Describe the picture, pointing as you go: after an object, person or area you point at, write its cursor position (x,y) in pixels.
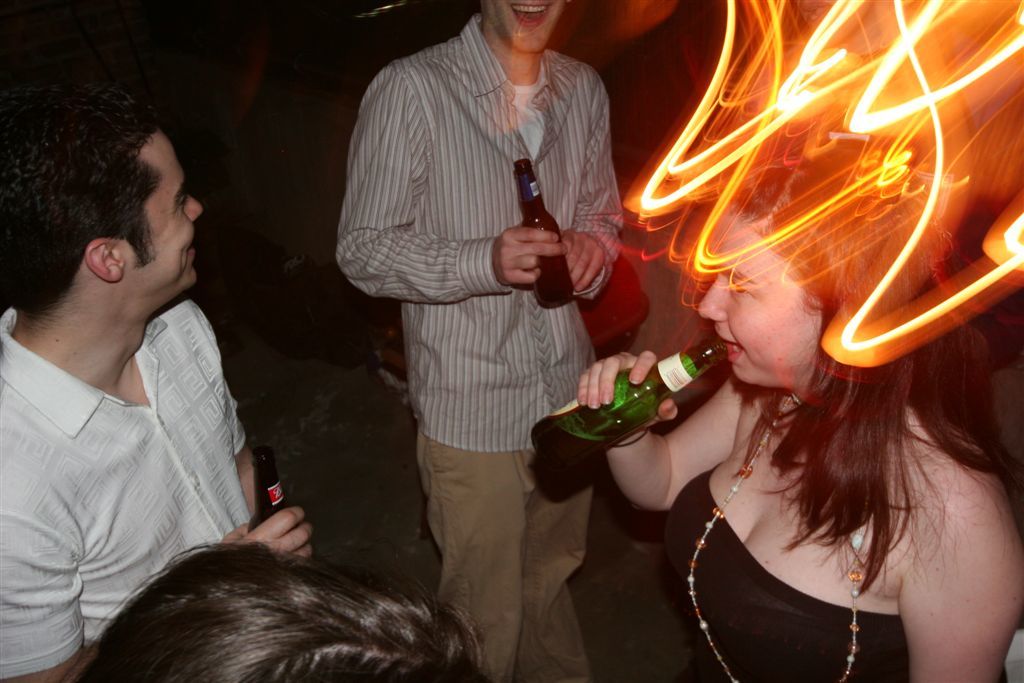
There are three persons (548,384) standing and holding bottles (632,405). A woman (733,479) on the right (830,527) is wearing a pearl chain (702,549) and drinking. Also there is a light (869,113) on the head (822,254) of her.
